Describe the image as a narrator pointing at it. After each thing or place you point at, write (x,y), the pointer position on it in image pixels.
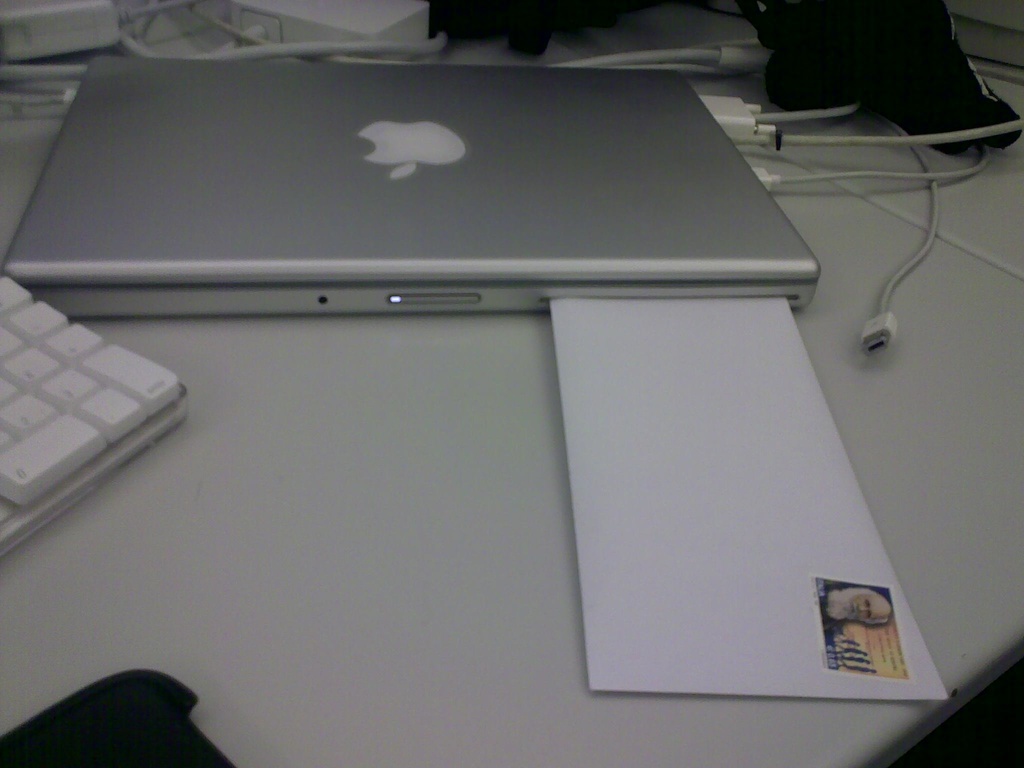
In this image in the middle (565,502), there is a table (571,584) on that there are cables (856,137), laptop (392,215), keyboard (75,381), envelope (736,486), stamp (827,632), cloth (884,50).
